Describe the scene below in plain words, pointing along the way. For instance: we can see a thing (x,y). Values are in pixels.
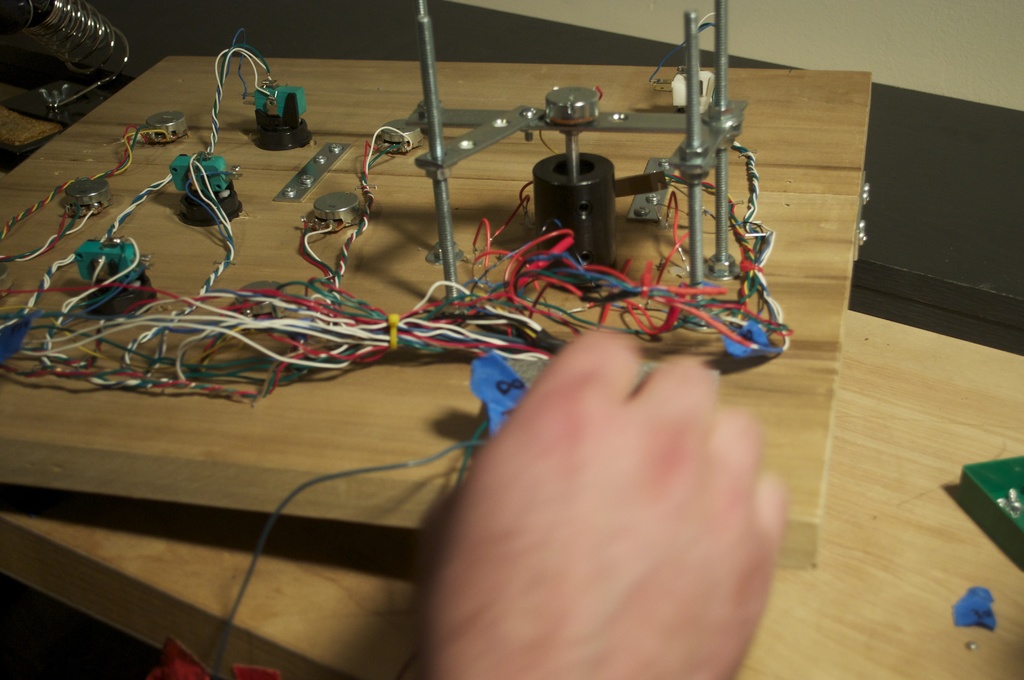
In this image we can see some person (591,485) holding with the electrical board (350,390).
